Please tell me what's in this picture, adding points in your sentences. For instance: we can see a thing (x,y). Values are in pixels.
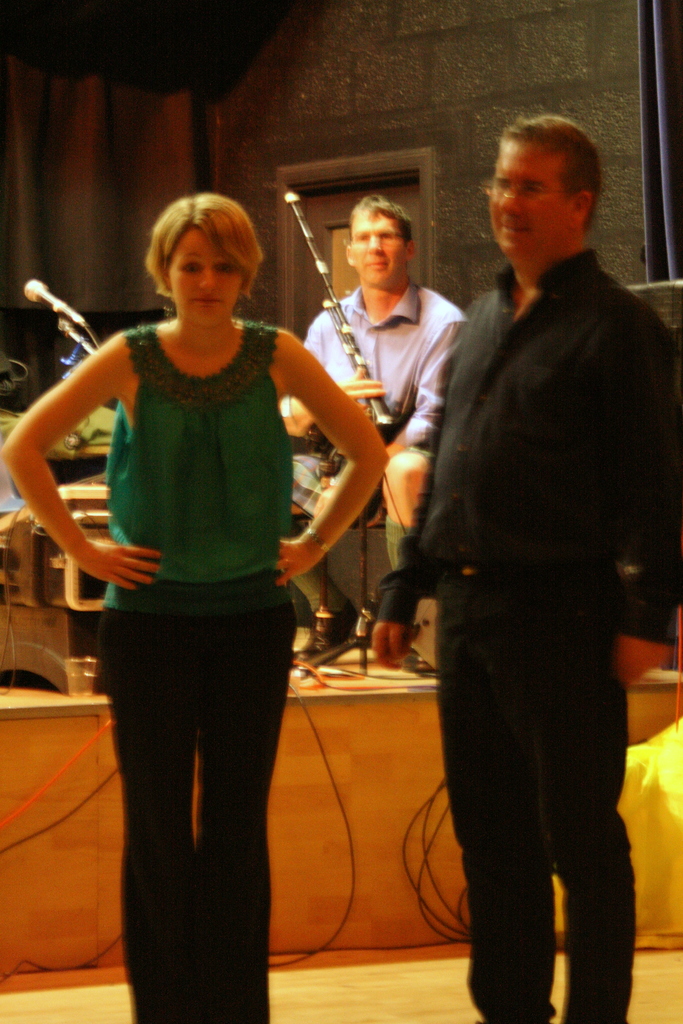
In this image we can able to see two persons (537,607), one of them is man (540,528) and the other one is women (235,569) who are standing, behind them another person (415,337) is sitting on the chair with a musical instrument (375,390) in his hands (361,388), and we can able to see mic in front of him, and there are some wires (424,844) connect to a machine (77,631), we can able to see a wall (406,88).
